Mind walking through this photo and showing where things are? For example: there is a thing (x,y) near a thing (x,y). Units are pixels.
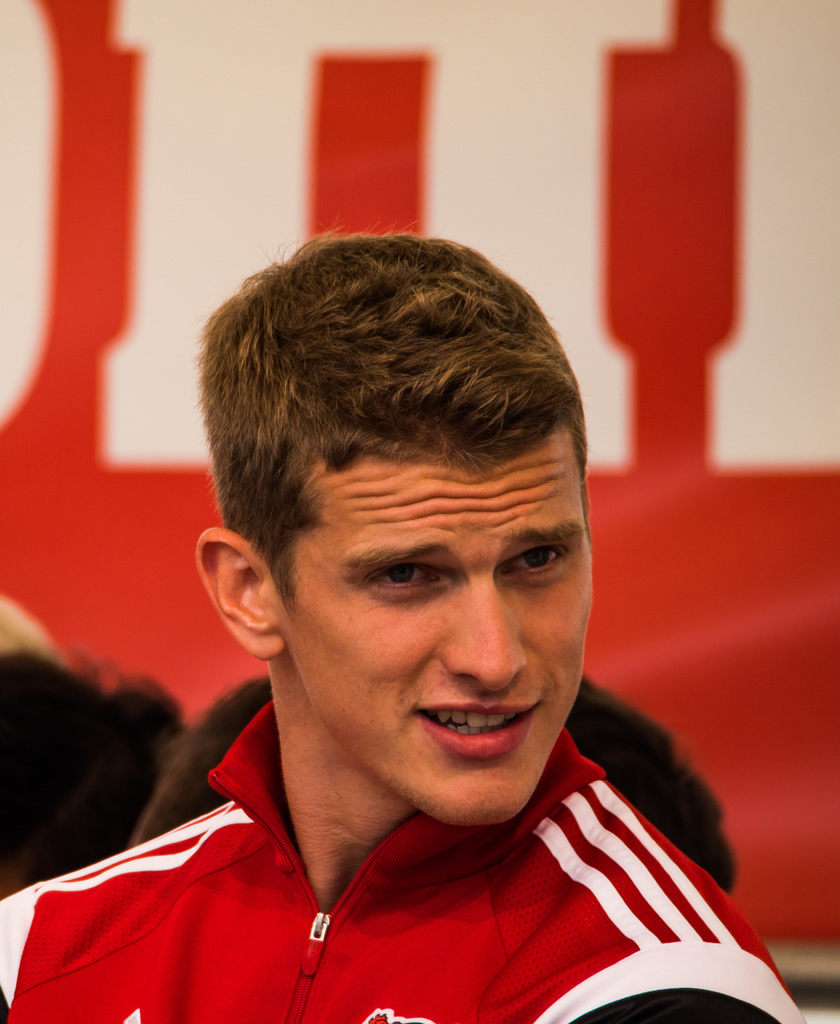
In the center of the image (371,515) there is a person (225,805). In the background (91,236) we can see persons (32,645) and advertisement (718,329).
